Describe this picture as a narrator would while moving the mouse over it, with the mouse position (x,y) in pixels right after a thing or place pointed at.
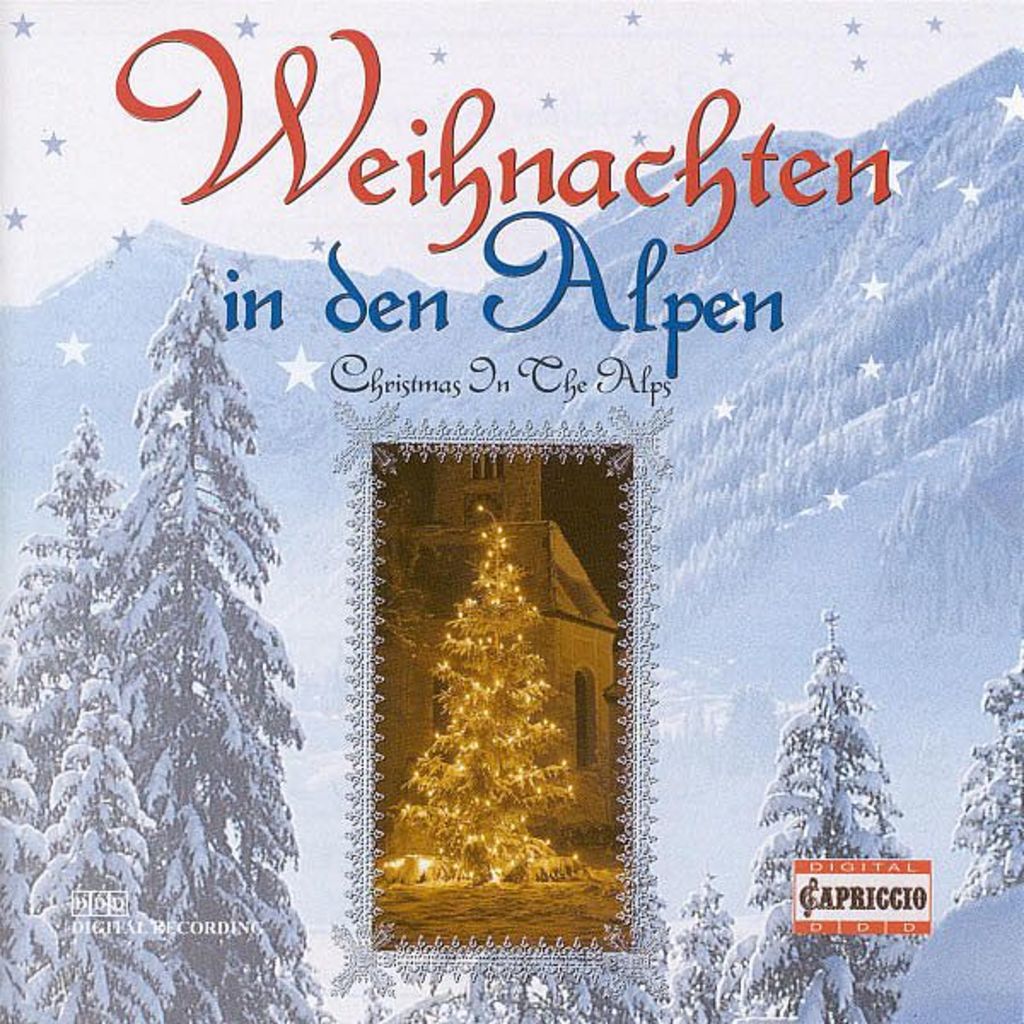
This is a poster (848,820) and in this poster (251,778) we can see trees (168,903), mountains (905,347), building (546,560) with windows (582,704) and a Christmas tree (512,761) on the ground (498,912).
